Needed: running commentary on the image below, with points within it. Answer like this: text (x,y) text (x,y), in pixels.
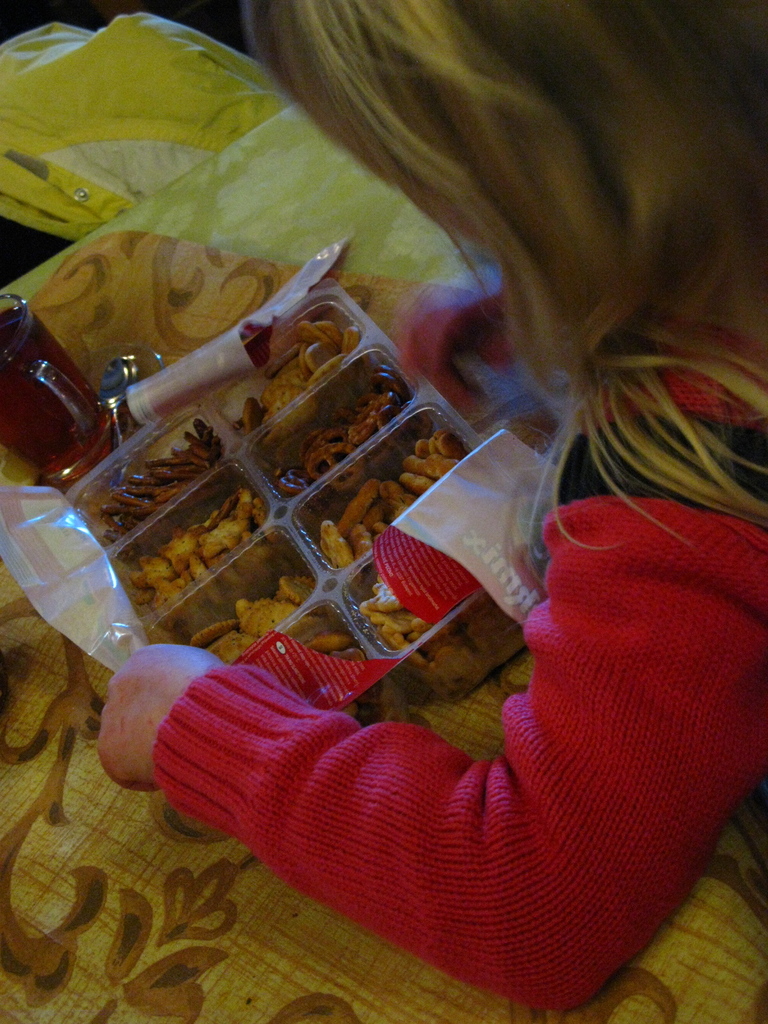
This is a zoomed in picture. On the right (697,326) there is a person (602,829) seems to be on the ground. On the left (144,794) there is a table (123,805) on the top of which a cup (58,427) and a box (412,424) of snacks (273,622) is placed. In the background (148,58) we can see some other objects (162,100).
